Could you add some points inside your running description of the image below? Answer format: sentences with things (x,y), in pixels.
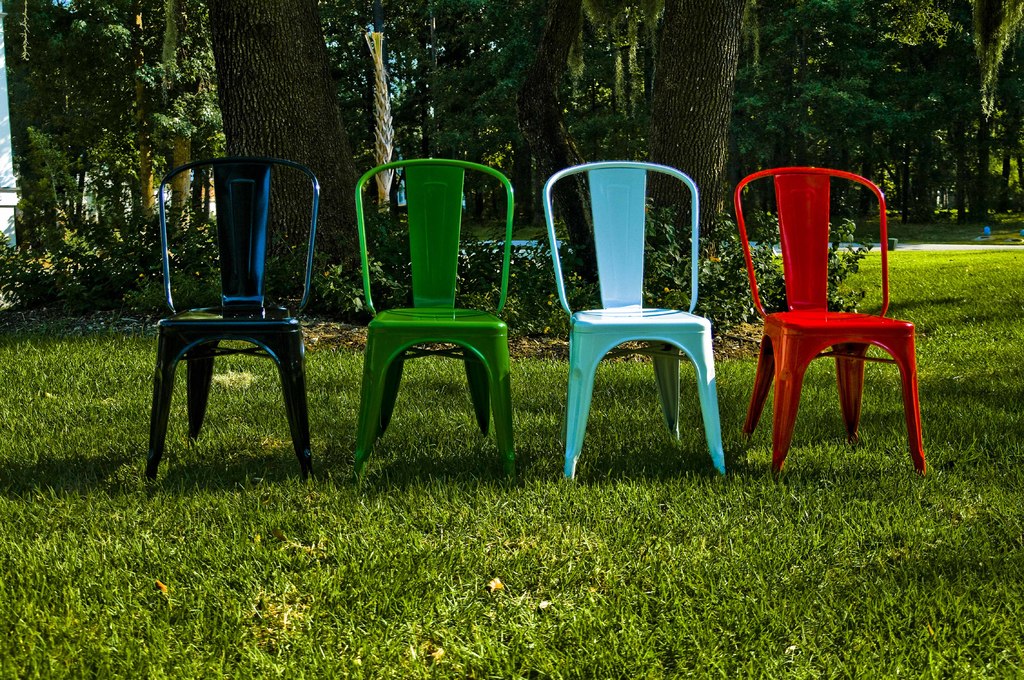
As we can see in the image, there are four chairs (382,366) on grass (380,506). These chairs (291,347) are of different colors Black, green, powder blue and red and in the background (372,62) there are few trees (327,68).
